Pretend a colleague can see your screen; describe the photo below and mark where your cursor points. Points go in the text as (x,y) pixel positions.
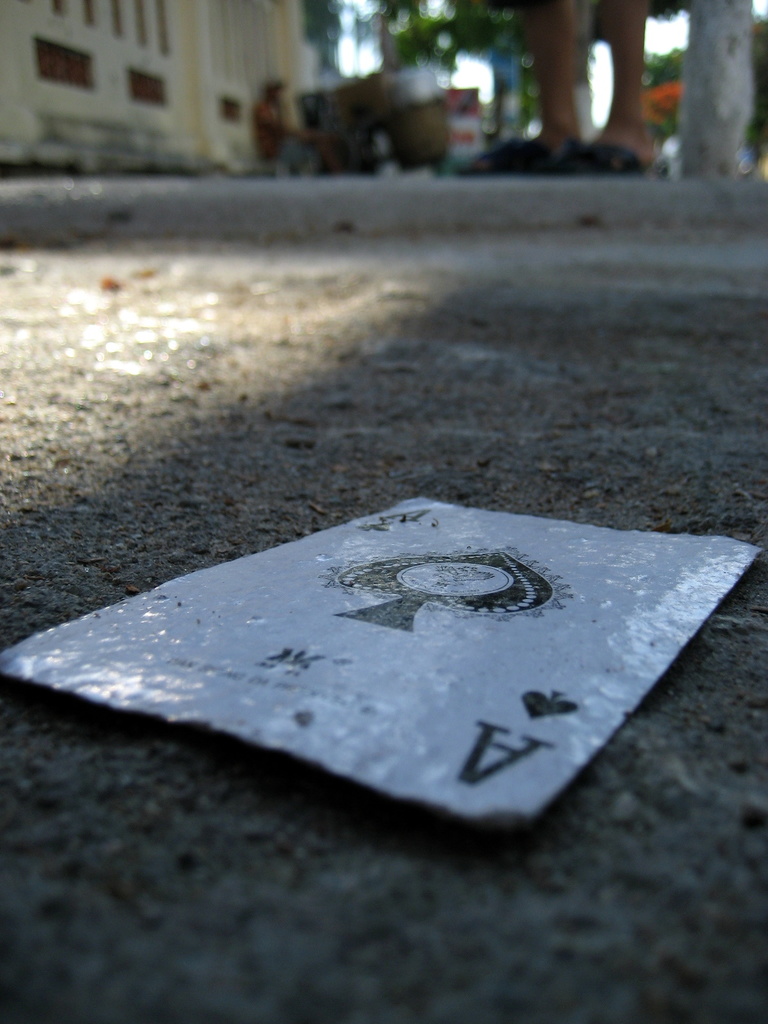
In this image I can see a white colour card (398,593) on the ground (424,474). In the background (63,116) I can see a building (155,136), few trees (660,85) and legs (564,98) of a person (568,67). I can also see this image is little bit blurry in the background (379,270).
